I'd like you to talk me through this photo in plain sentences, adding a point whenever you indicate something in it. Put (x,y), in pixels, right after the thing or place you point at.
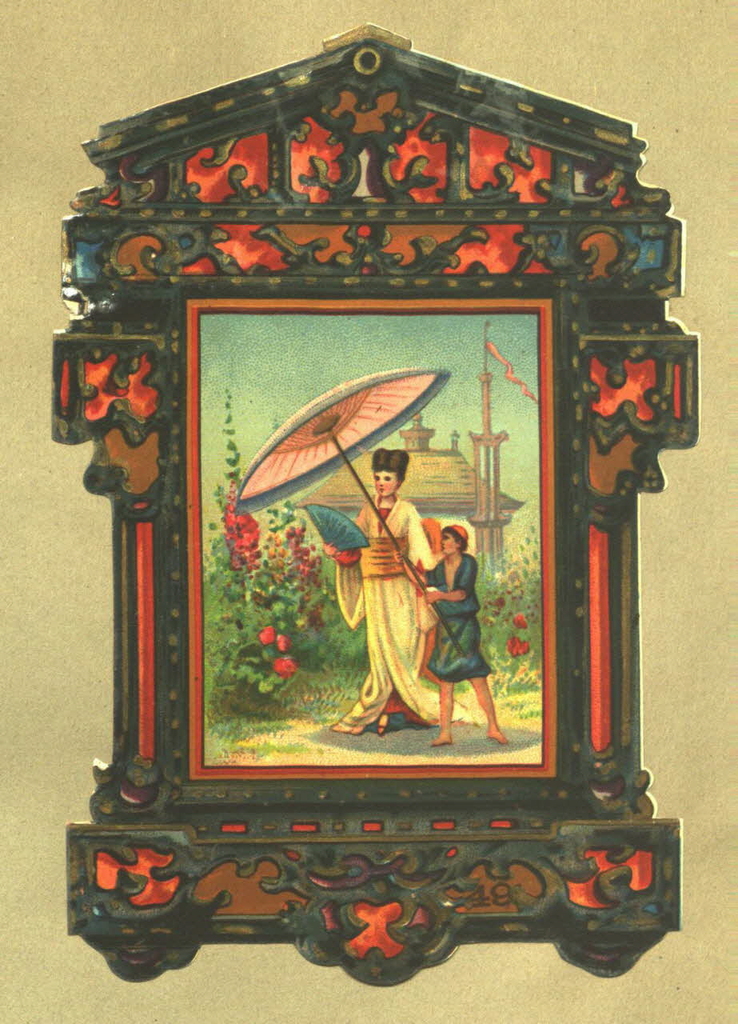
In this picture there is a painting frame (612,503) which is placed on the wall (696,523). In that painting (491,736) I can see the boy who is holding the umbrella (299,412), beside him there is a woman (380,611) who is standing near to the plants (278,624) and flowers (275,541). In the background of the painting (481,496) I can see the building (463,480) and flag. At the top of the painting (276,440) I can see the sky (297,355).
